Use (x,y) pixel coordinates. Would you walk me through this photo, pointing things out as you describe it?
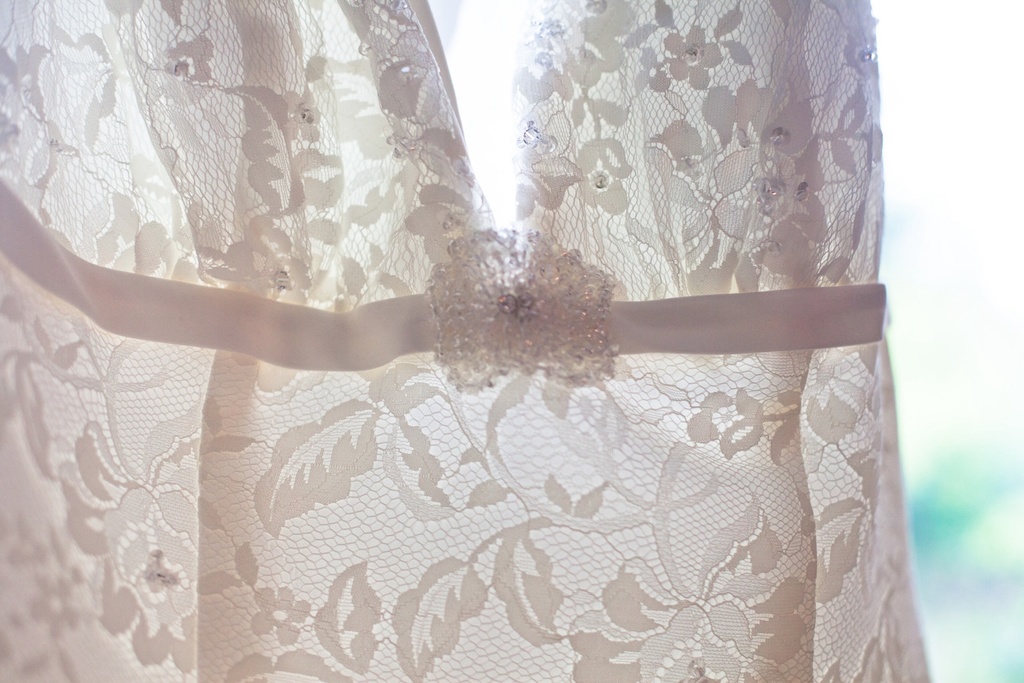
In this picture, it looks like a white dress (321,272) and behind the dress (390,418) there is the blurred background (1003,261).
